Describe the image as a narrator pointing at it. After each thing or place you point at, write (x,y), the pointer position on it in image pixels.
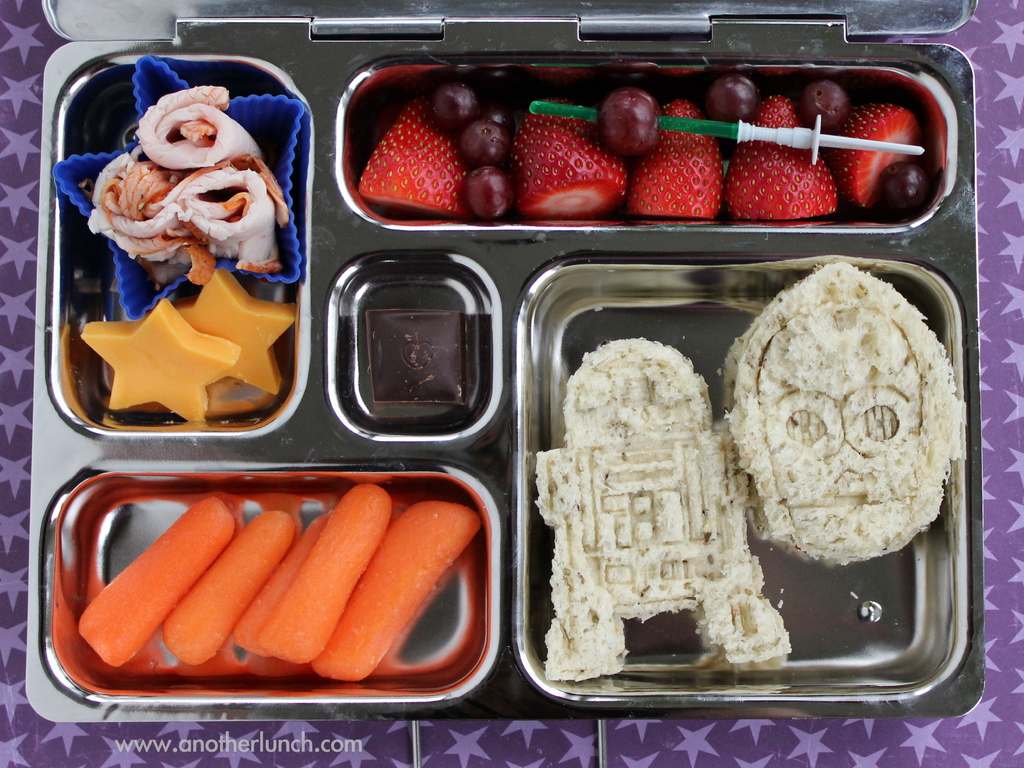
In this image I can see food items (627,553) in steel plate (849,576). They are in orange, white, red, brown, yellow and cream color. Background (28,288) is in purple color.
